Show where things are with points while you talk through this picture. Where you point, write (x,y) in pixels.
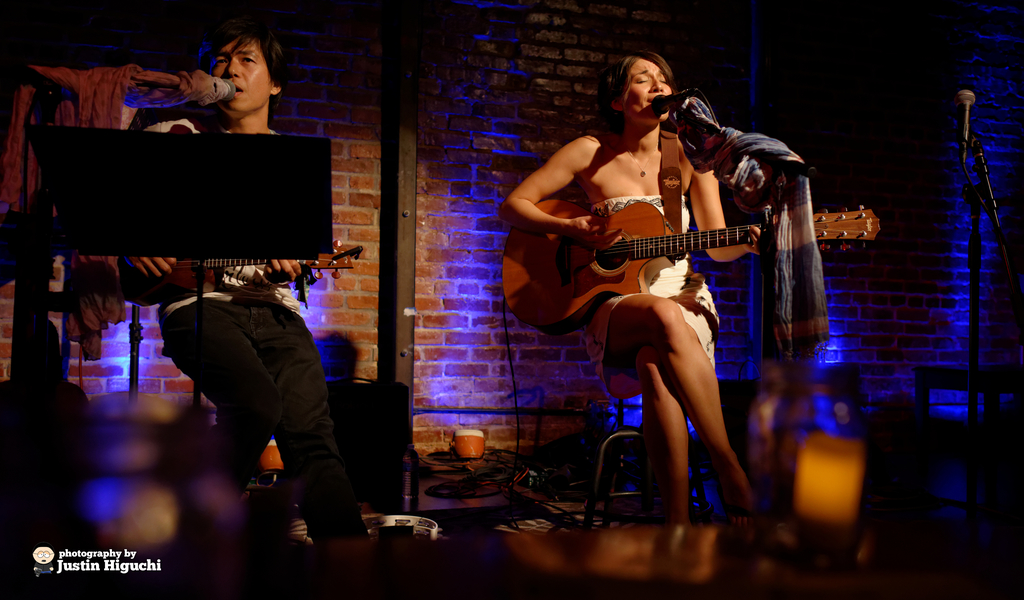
A man (215,296) in the left side (205,288) is playing guitar (167,272) and singing. In front of him there is a mic (219,88), on the mic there is a shawl (118,89). Also there is a book stand (201,223) in front of him. Right side (709,206) woman (608,174) playing guitar (616,222) and singing. In front of her there is a mic (694,92) and mic stand (768,354), on the mic stand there is a shawl (796,238). In the background (468,288) there is a brick wall (476,210), lights (464,445) are over there. Also wires (518,466) are on the floor (514,461).
